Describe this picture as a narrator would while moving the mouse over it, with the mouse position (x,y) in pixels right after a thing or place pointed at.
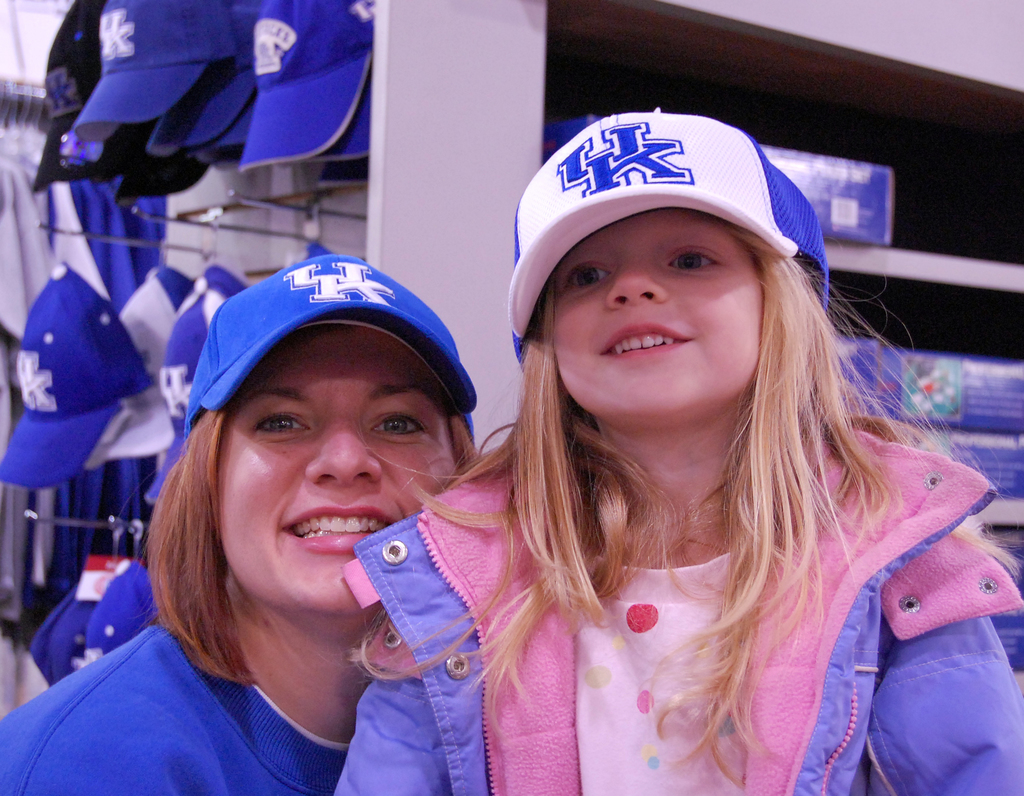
In this picture I can see a woman (325,540) and a girl (520,537) wearing caps (767,184) on their heads (566,301) and in the back (256,16) I can see few caps (143,63) to the stand (123,244) and few boxes (986,419) on the shelves (993,514).
